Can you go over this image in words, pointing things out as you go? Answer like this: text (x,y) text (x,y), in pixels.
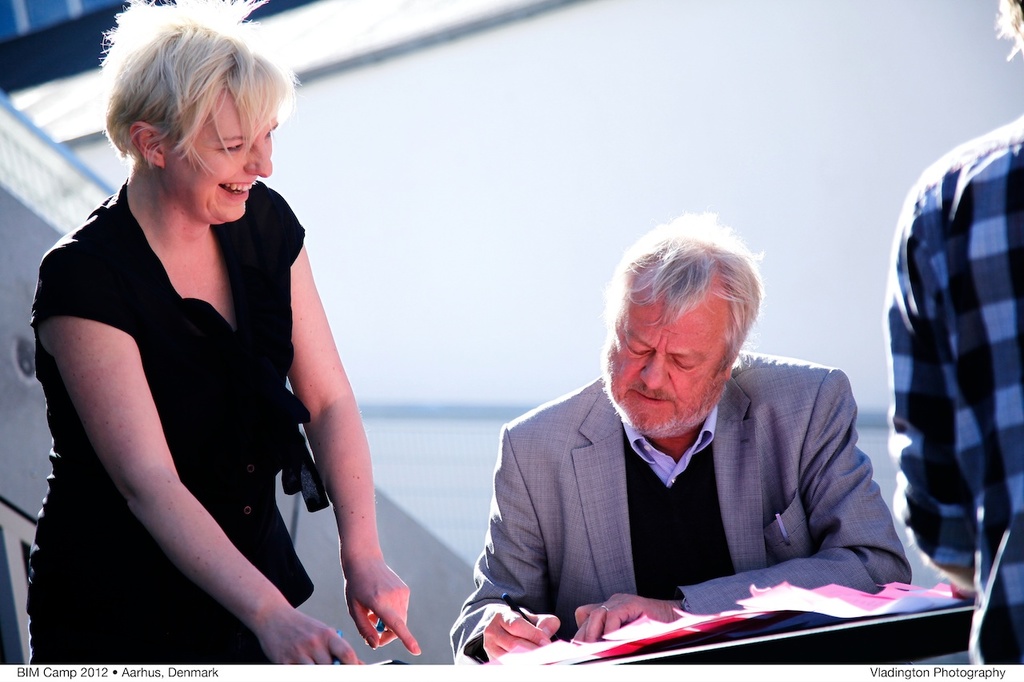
In this image, we can see a man (717,576) sitting and he is holding a pen (551,640), we can see some papers (693,639), on the left side (151,576), we can see a woman (89,431) standing and she is smiling, on the right side (982,274) we can see a person (930,485) standing.
